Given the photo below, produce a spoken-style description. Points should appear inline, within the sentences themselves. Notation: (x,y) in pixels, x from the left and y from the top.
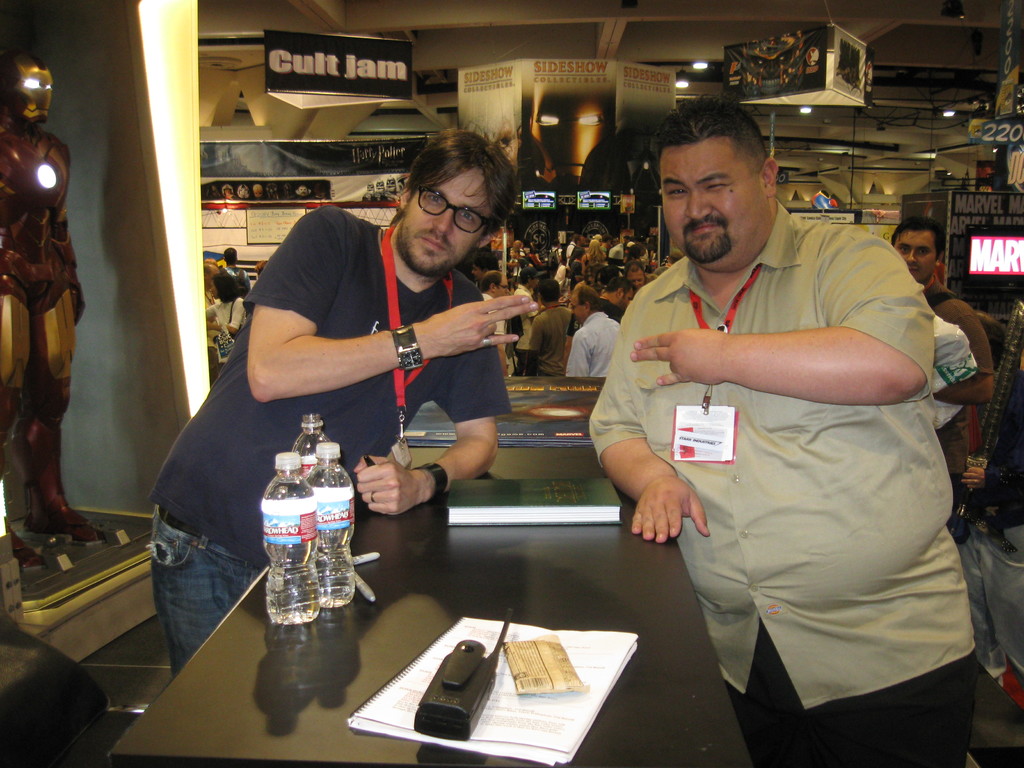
In this image, we can see two men (695,354) standing, there is a table (660,654), we can see water bottles (322,600) and papers (541,700) on the table (670,646). In the background (582,248), we can see some people (570,252) standing and we can see the walls (270,206) and some posters (310,92).
